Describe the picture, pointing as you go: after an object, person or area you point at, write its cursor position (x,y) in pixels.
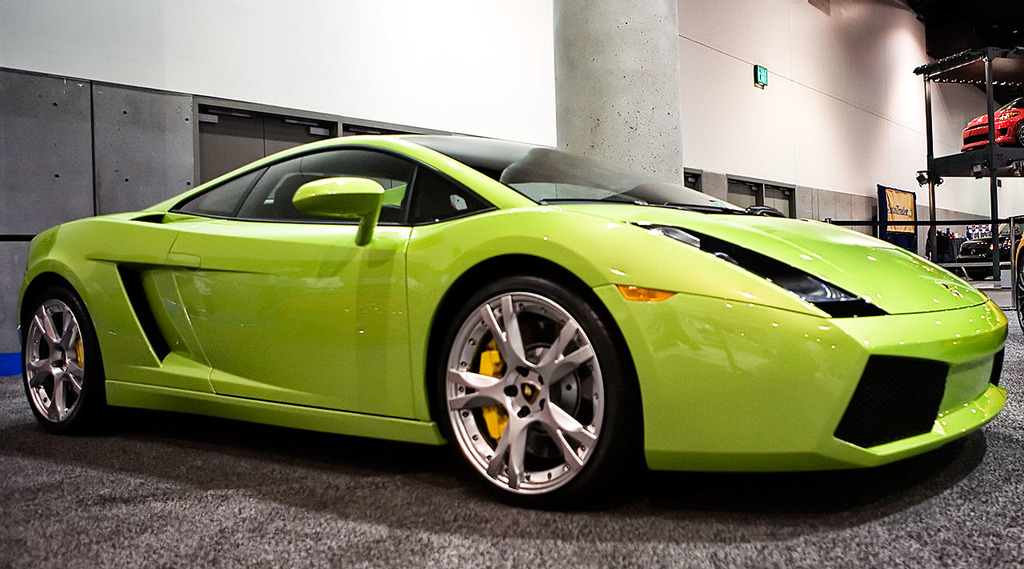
In this picture we can see a green colored car (466,378) on the floor (205,440). There is a wall (275,42), and this is the pillar (653,103). Even we can see a red colored car (1002,128) on the stand (969,79).
